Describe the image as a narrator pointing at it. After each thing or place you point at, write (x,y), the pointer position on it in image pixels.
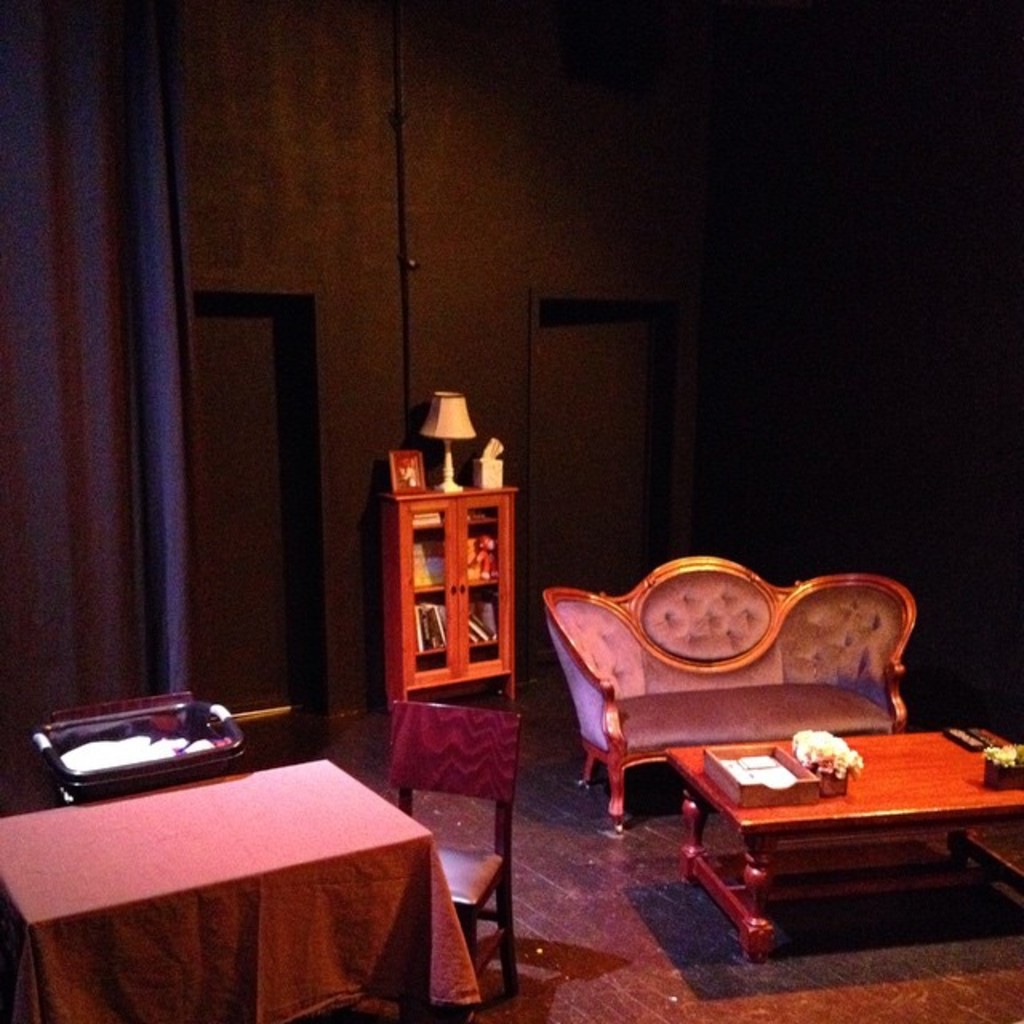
In this image we can see a sofa (667,701), chairs (440,754), table (269,819), cupboard (400,638), lamp (466,433) and curtains (22,258).
